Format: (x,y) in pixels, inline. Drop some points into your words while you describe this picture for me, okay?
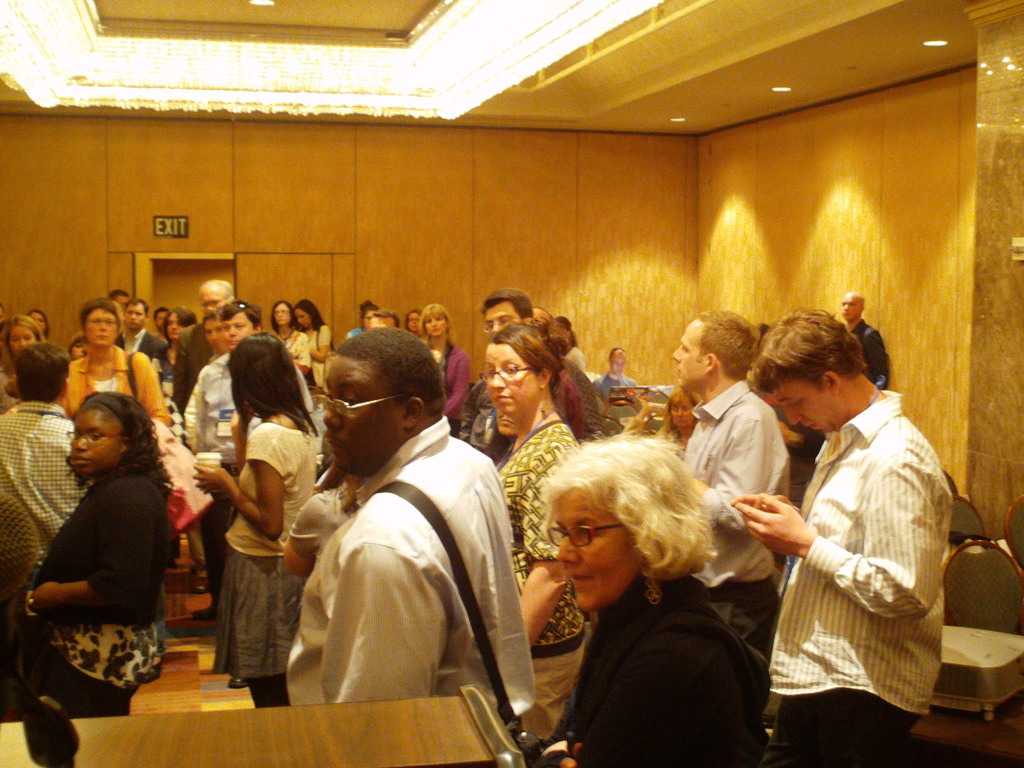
In the image we can see there are lot of people (353,338) who are standing.
